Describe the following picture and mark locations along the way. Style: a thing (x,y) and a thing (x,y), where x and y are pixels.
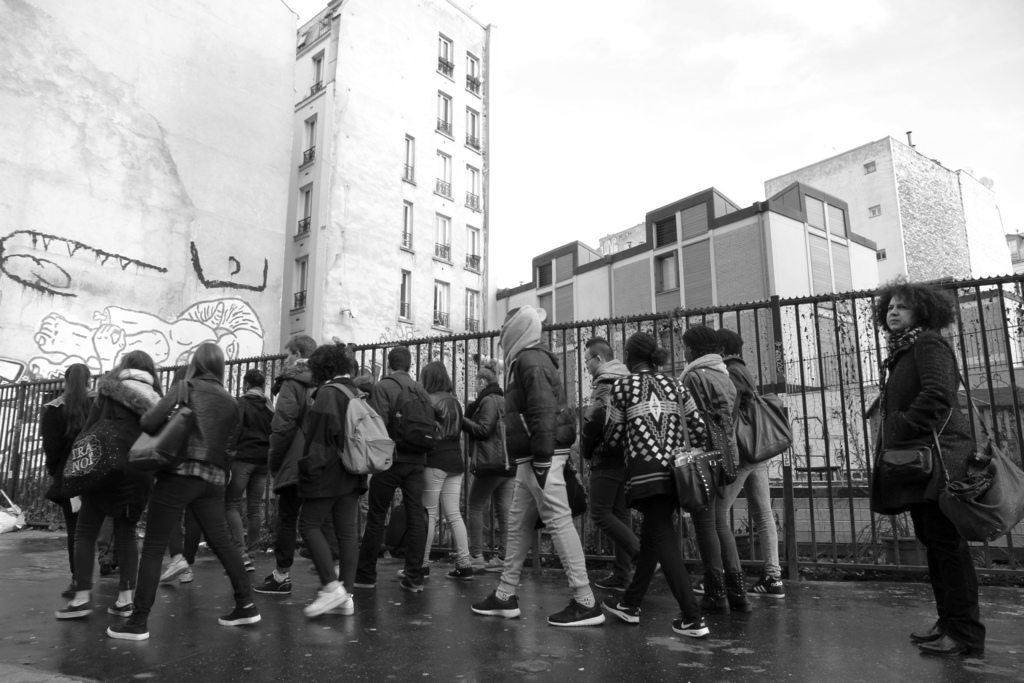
In this image I can see the black and white picture in which I can see few persons (318,466) are standing on the ground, the metal railing (828,474), few buildings (398,301) and a huge wall (185,245) with some painting (135,259) on it. In the background (682,123) I can see the sky (743,92).
